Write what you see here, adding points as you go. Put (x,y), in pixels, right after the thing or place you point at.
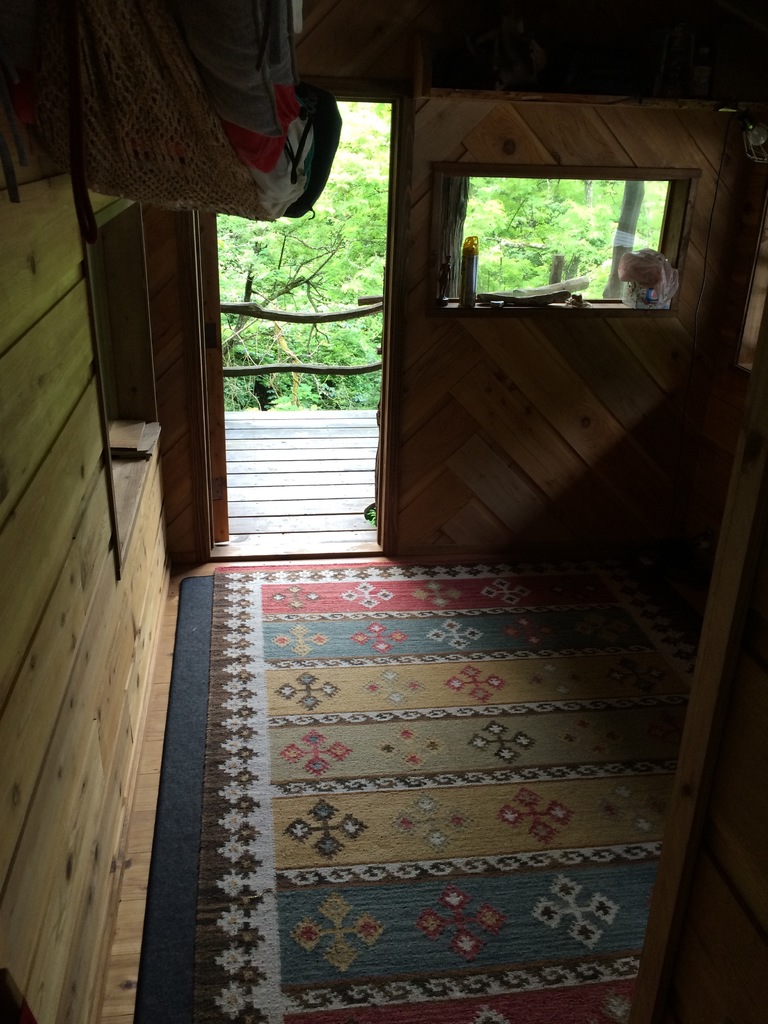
This is a picture of a room (618,511), in this image on the left side (53,584) there is a wooden wall (57,503). And in the center (438,442) there is a wooden wall (673,108) and window (572,296). At the bottom (274,831) there is a carpet (304,704) and in the background (326,517) there are some trees (316,294), cloth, and a wooden board (298,462).
